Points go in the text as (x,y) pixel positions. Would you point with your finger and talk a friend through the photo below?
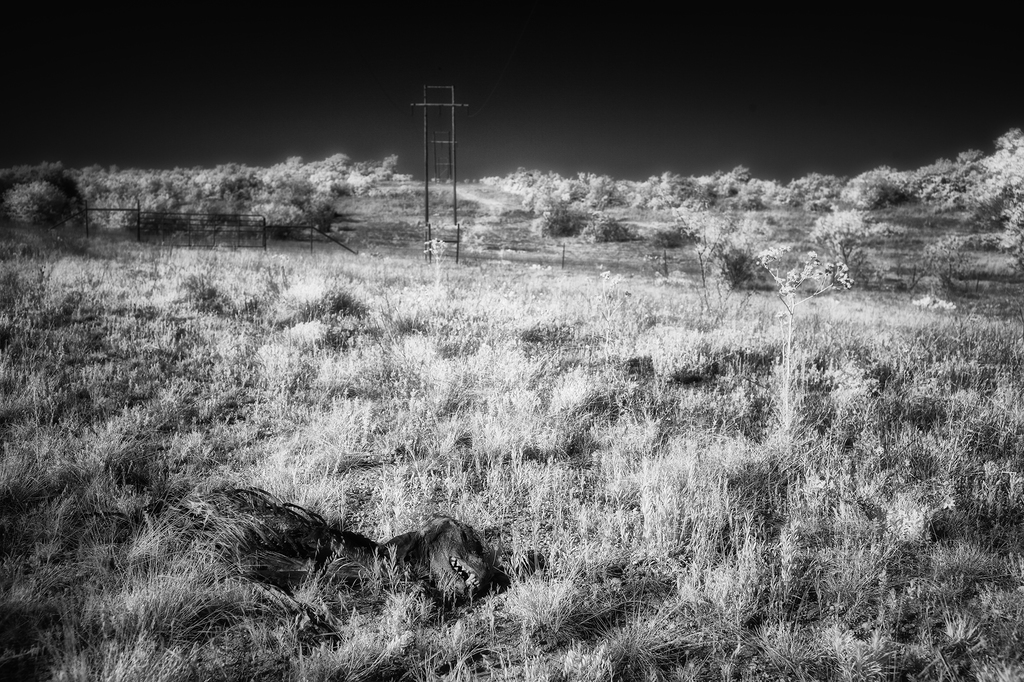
This is the picture of a field (425,397). In the foreground (339,558) there is an animal (444,530) on the grass (595,527). At the back (46,215) there is a railing (264,228) and there is a pole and there are trees (31,192). At the top (668,90) there is sky (668,90).
